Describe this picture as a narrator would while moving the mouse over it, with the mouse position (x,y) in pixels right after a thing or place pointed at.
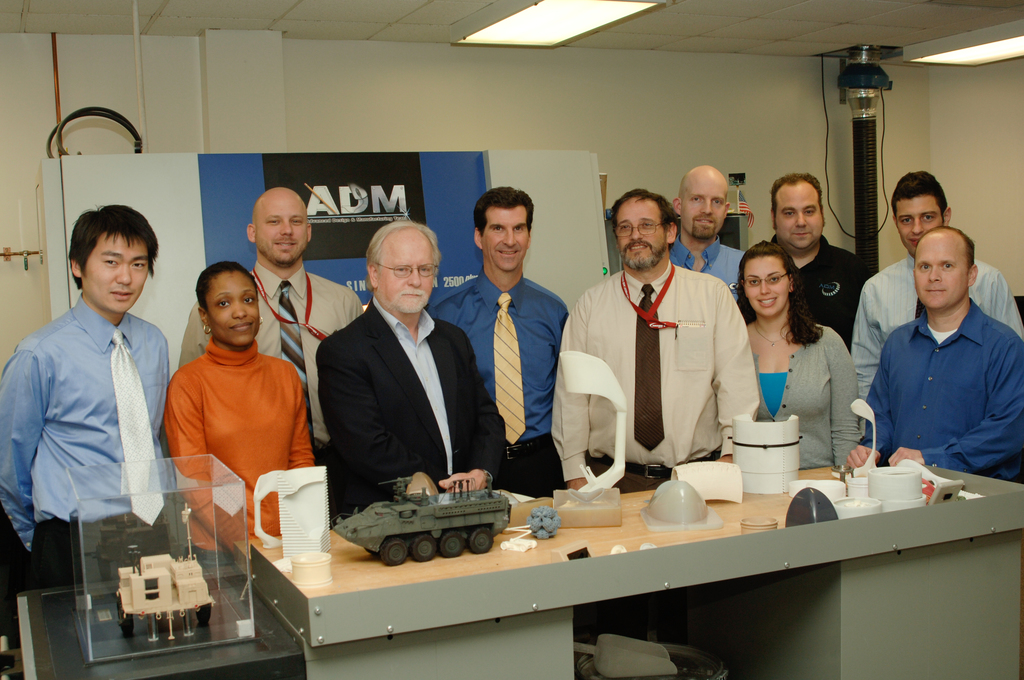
In this image we can see a group of persons (312,387). In front of the persons (475,391) we can see few objects (693,481) on the tables (827,522). Behind the persons (268,403) we can see a wall (31,302), few objects (75,205) and a banner (457,273). On the right side (872,228), we can see a pole (872,180) with light (869,112). At the top (541,38) we can see the roof (678,38) with lights (469,38).
